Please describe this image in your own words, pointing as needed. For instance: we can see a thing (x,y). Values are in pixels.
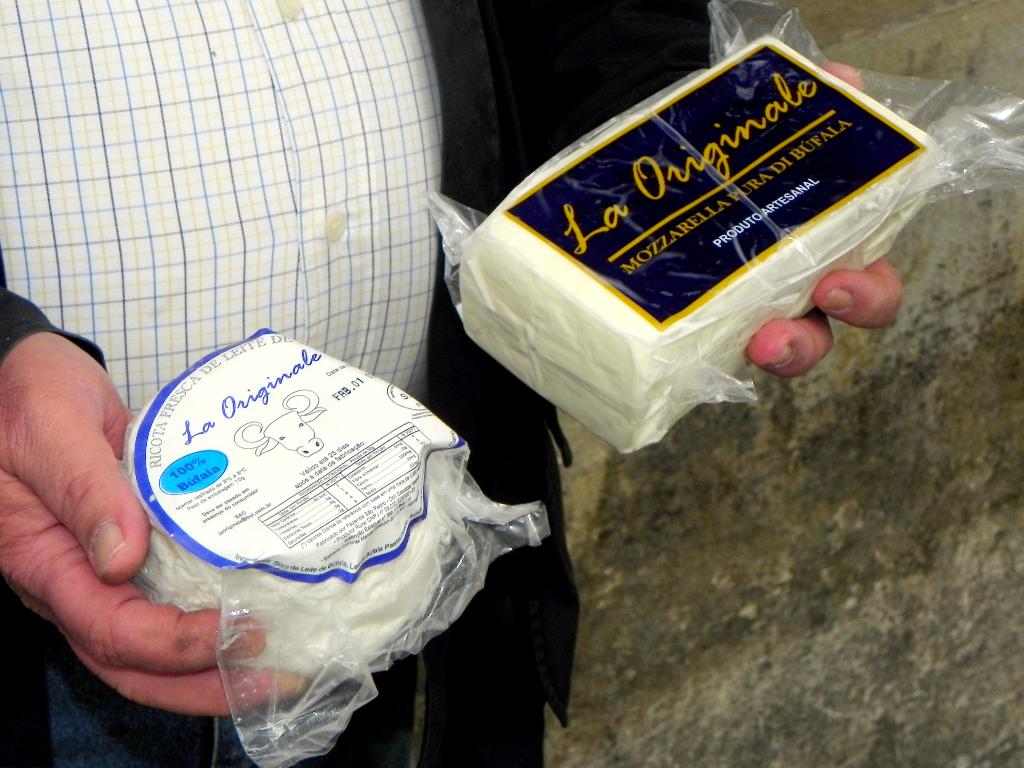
In this picture, there is a person (292,93) holding two food items (520,322) in the hands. He is wearing a check shirt (124,280).
